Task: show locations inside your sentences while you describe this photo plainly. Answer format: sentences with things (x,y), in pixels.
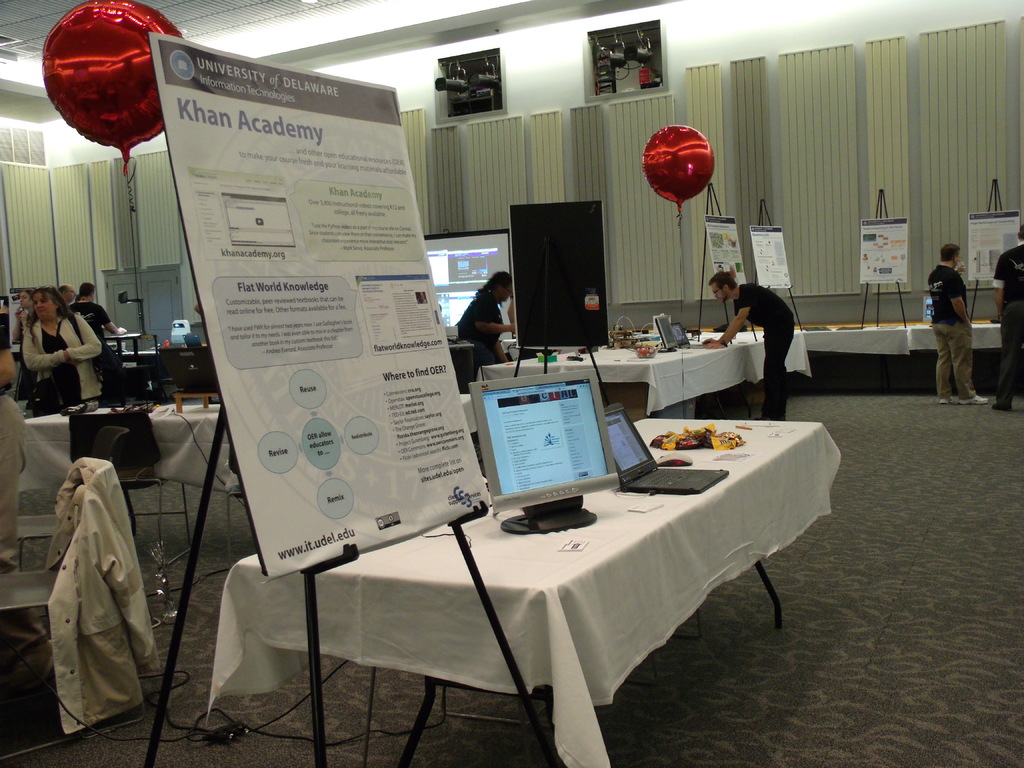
In this picture there is a inside view of the hall (90,157). In front (228,170) there is a white banner (301,447) on the stand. Beside there is a table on which computer (579,502), laptop (632,481) is placed. Behind there is a another table (657,377), and a man (743,310) wearing black color t-shirt (752,321) standing and working on the laptop (680,343). In the background (732,206) we can see a green color panel wall (716,122) and red color balloons (658,139).
